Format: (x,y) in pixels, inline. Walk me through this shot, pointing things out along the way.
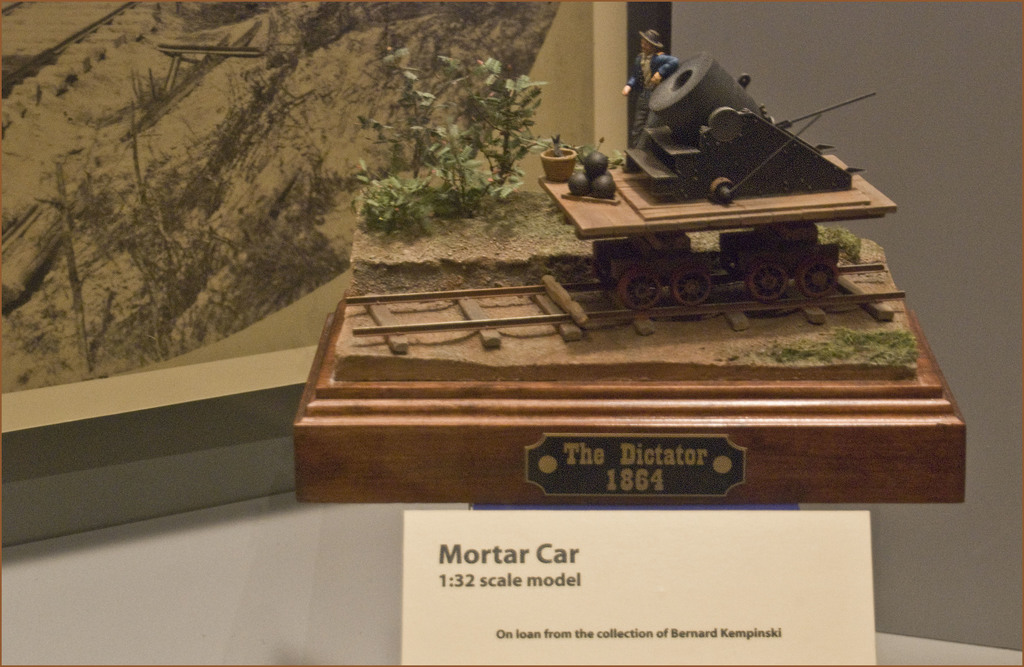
In this image there is a wooden board (645,395) on which there is a depiction (588,259) of a cannon (803,148) on the track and there is a person (647,85). There are plants (506,144). At the bottom of the image (581,582) there is a board (642,555) with some text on it. In the background of the image (308,99) there is a photo frame (21,276) on the wall (687,51).
